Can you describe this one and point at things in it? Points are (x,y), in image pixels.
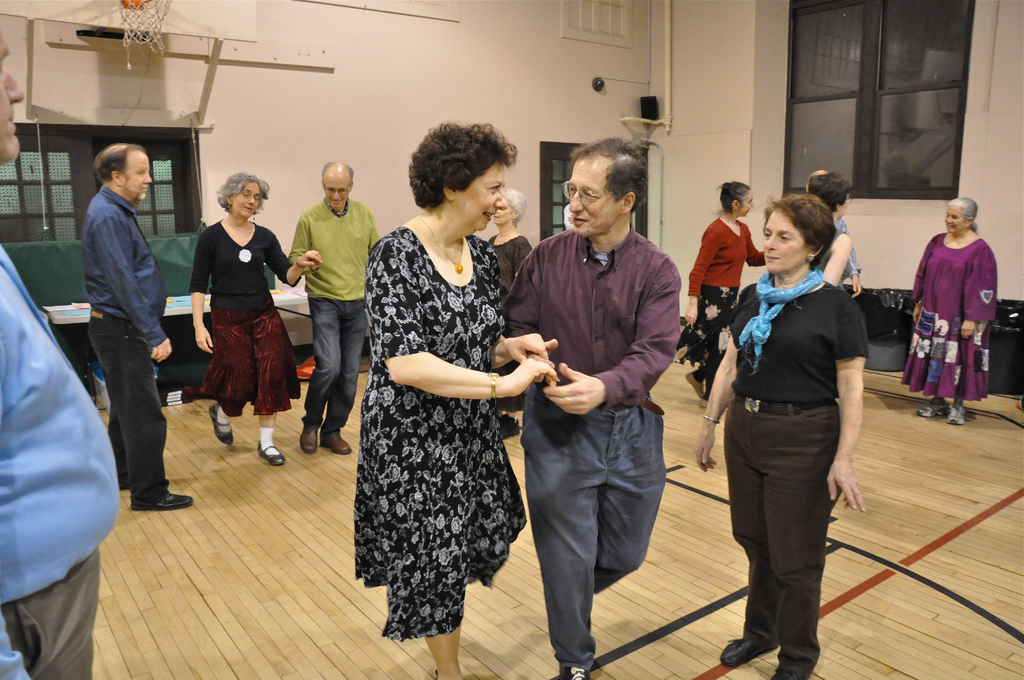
In this image, we can see people (117,278) and in the background (151,37), there is a hoop (135,32) and we can see a window (797,96) and there are some objects (37,278) and we can see rods (666,89). At the bottom (246,586), there is a floor (728,537).
